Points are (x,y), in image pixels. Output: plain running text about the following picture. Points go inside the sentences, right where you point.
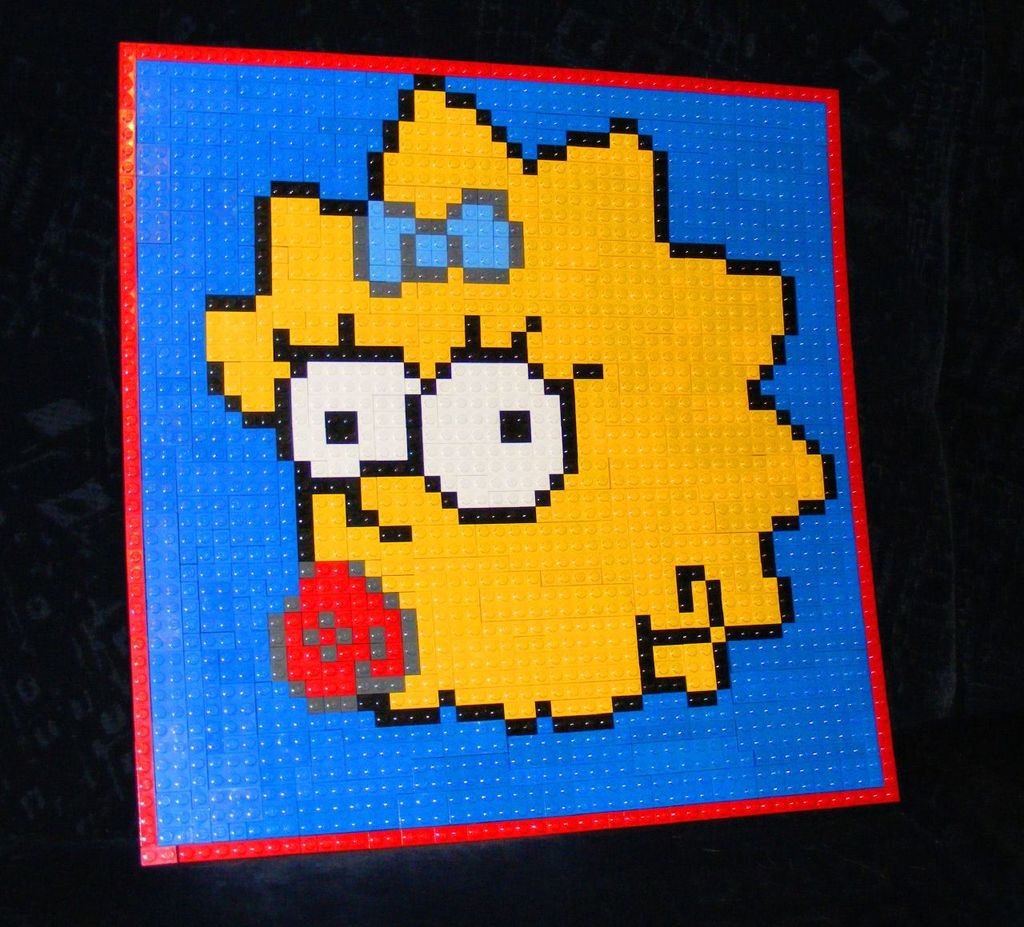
In this image we can see lego puzzle (247,392) of a cartoon picture (364,549) which is in yellow, red and white in color and the borders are of red color.
